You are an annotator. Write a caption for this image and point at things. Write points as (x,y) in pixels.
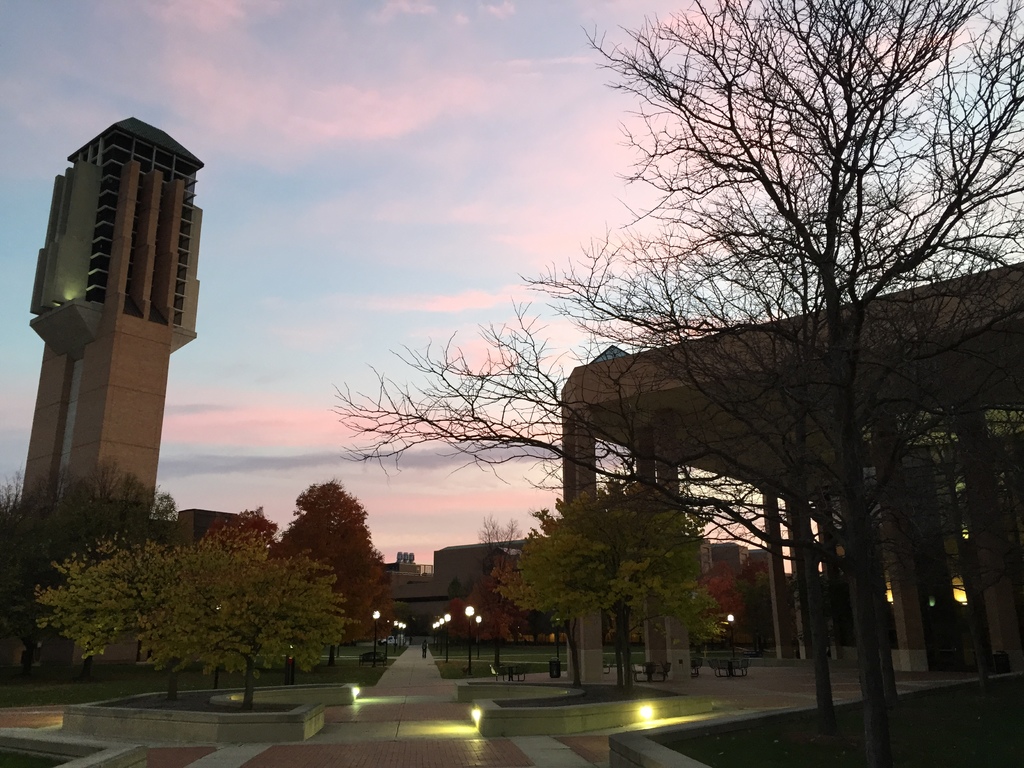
This picture shows few buildings (98,160) and we see trees (636,532) and a few pole lights (469,649) and we see a blue cloudy sky (318,237).
